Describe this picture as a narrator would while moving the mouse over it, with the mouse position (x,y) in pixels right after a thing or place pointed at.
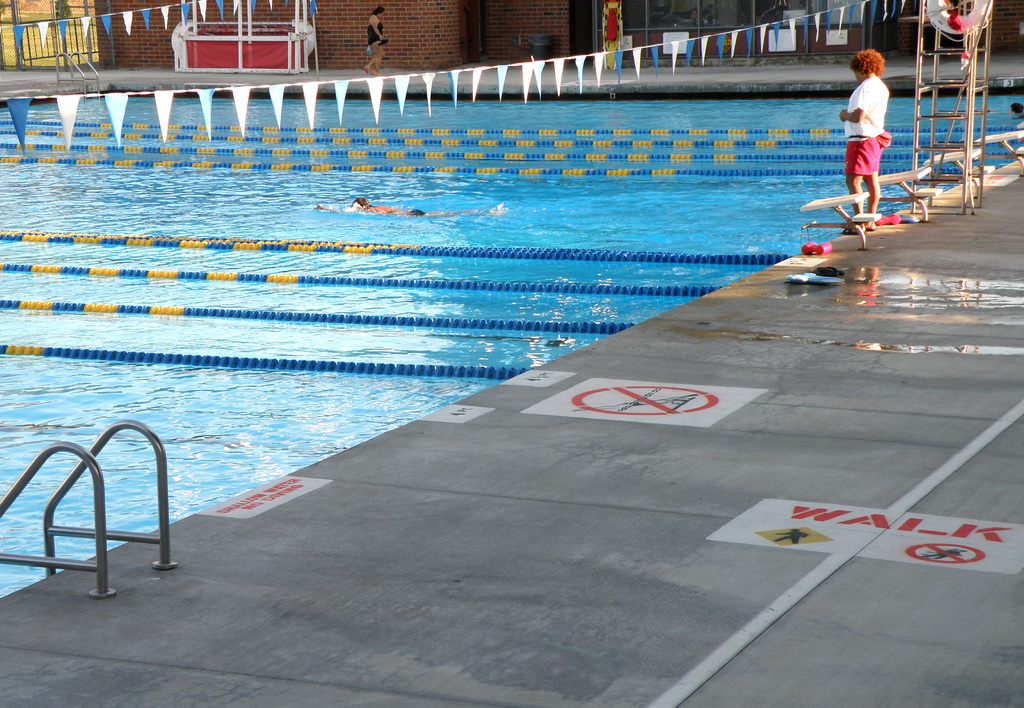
In this picture there is a swimming pool (294,228) in the image and there is a lady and a ladder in the image, there is another lady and a desk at the top side of the image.
